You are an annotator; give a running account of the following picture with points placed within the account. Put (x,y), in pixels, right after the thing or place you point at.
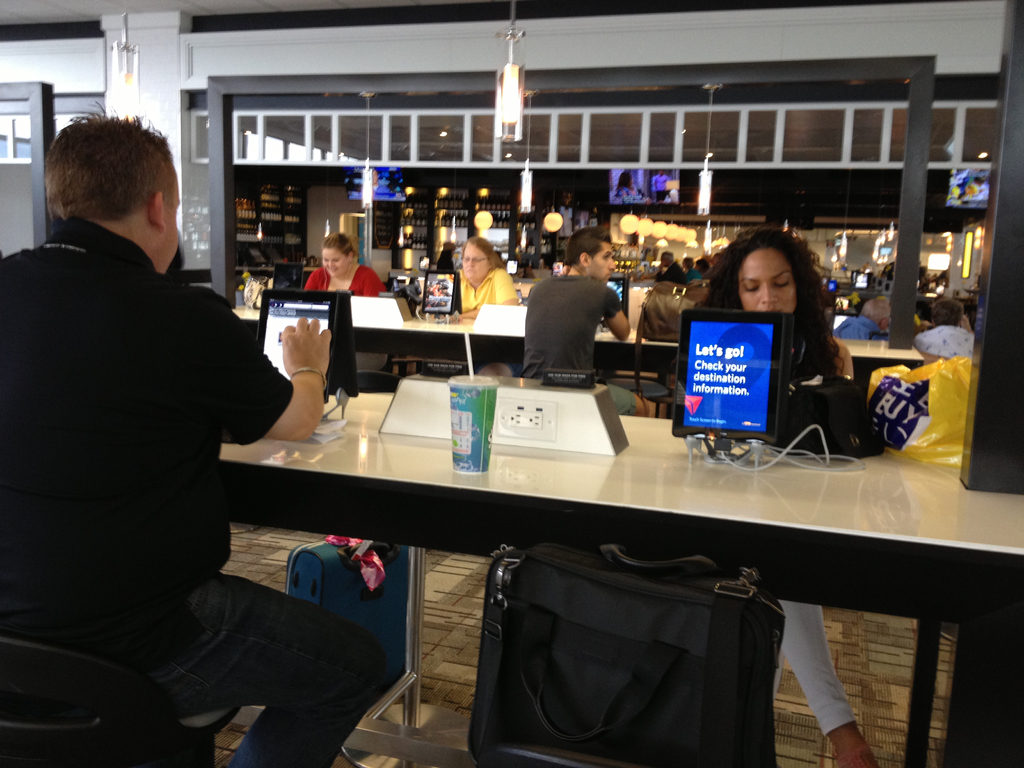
This picture describes about group of people (152,433) few are seated on the chair (633,382) and few are standing in front of the seated people (84,377) we can find tablets (303,303), sockets (544,402), cups (469,393) and bags (863,433) on the table (713,483), in the background (693,246) we can find couple of lights (638,224).
